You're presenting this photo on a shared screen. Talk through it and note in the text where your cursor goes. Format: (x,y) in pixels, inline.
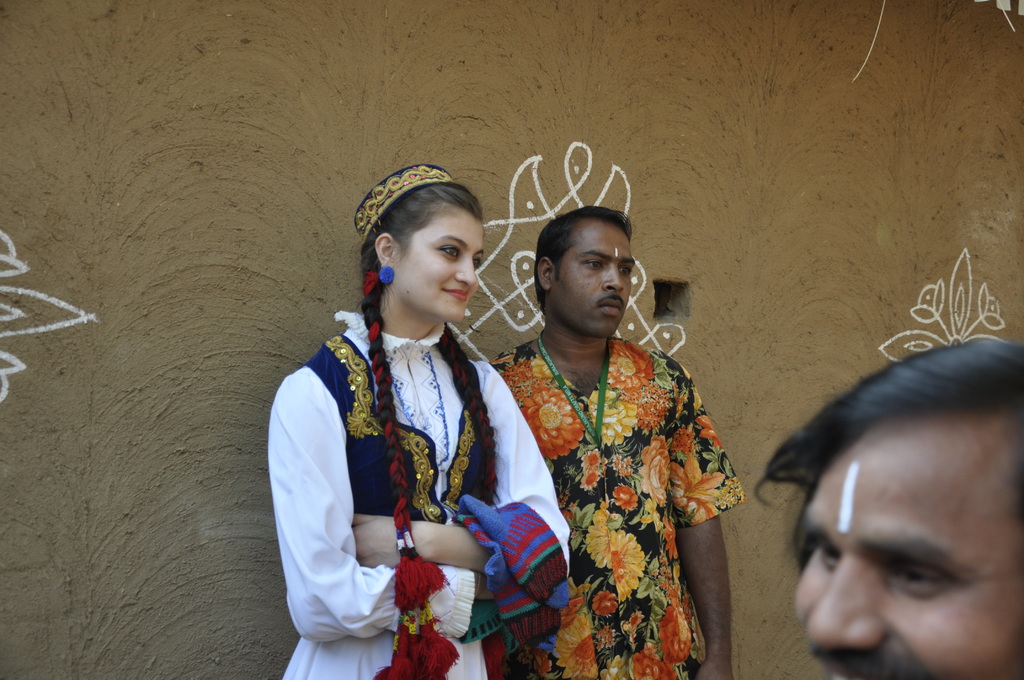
In this picture I can see a man (580,397) and a woman (434,428) who are standing in the middle of this image (486,234) and I see the wall (342,252) behind on them, on which there are designs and on the right bottom of this image (900,472) I see another man (809,550).
